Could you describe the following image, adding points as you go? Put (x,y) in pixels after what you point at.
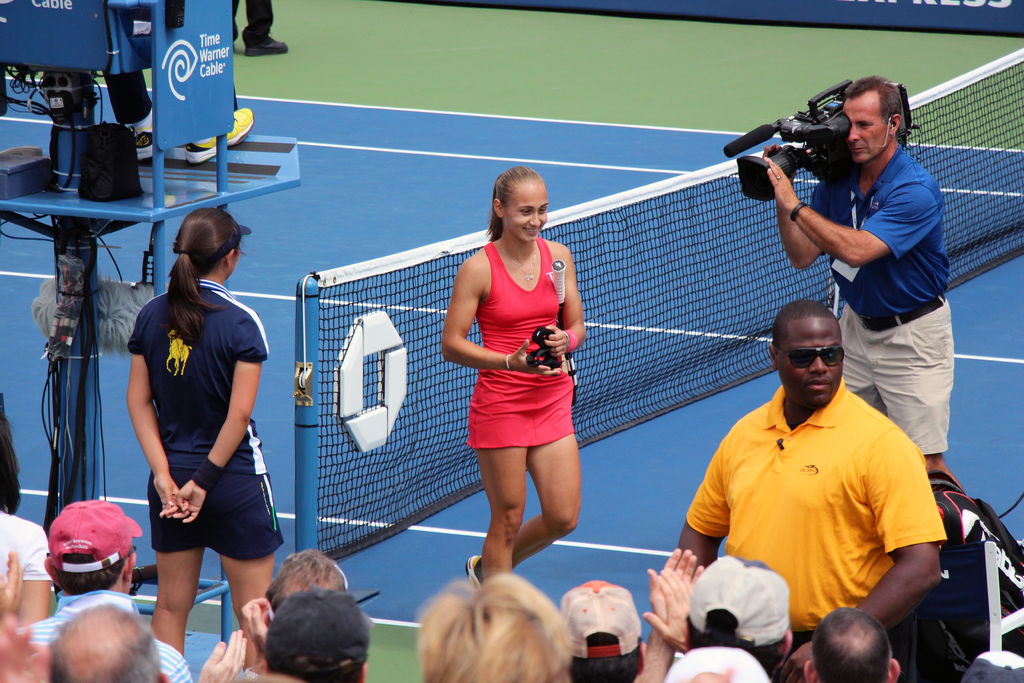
On the right side (892,304) there is a person (878,274) holding a video camera (834,153). Near to him a lady (530,318) is holding a bat (562,293) and some other thing (542,335) in the hand (557,340). There are many people (461,630). Some are wearing cap (616,603). Also there is a person (745,521) wearing yellow t shirt (825,530) is wearing a goggles (803,352). There is a tennis court (359,213) with net (319,333). On the left side (177,102) there is a chair (177,102) on a pole (62,163). On that a person (115,87) is sitting.
